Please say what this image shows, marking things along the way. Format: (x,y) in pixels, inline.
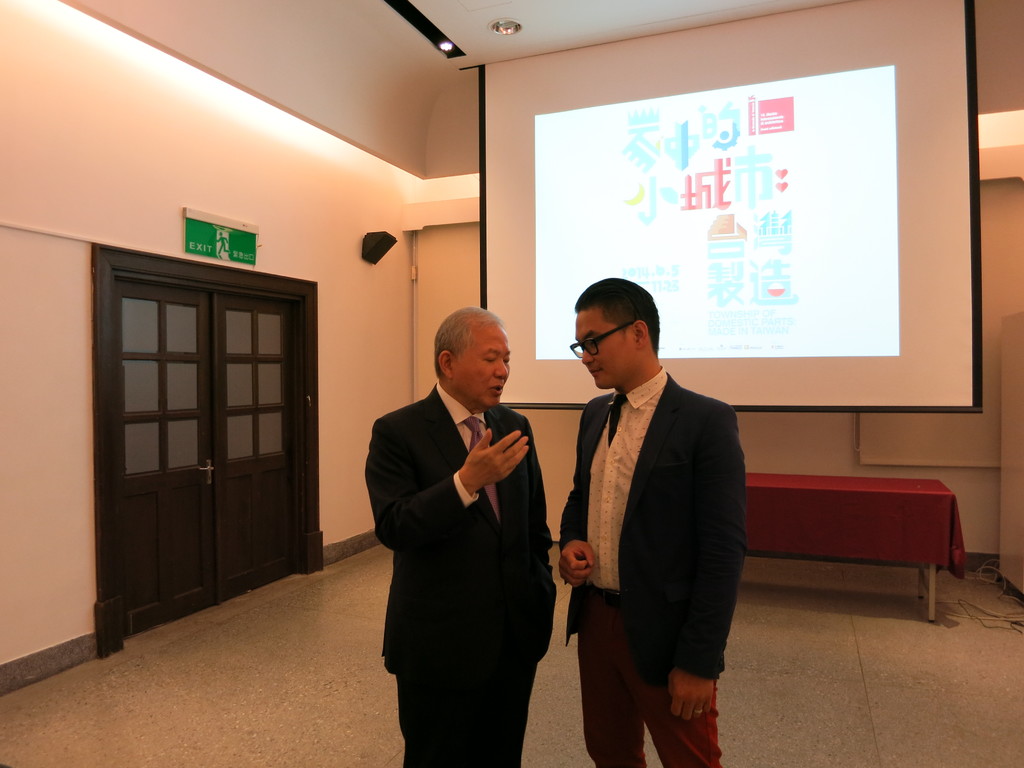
In this image I can see two persons (549,542) standing, the person (553,614) at left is wearing black blazer (495,600), white shirt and purple color tie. Background (682,94) I can see the projection screen (698,93), the wall (390,359) is in white color and I can see the door (228,352) in black color.
